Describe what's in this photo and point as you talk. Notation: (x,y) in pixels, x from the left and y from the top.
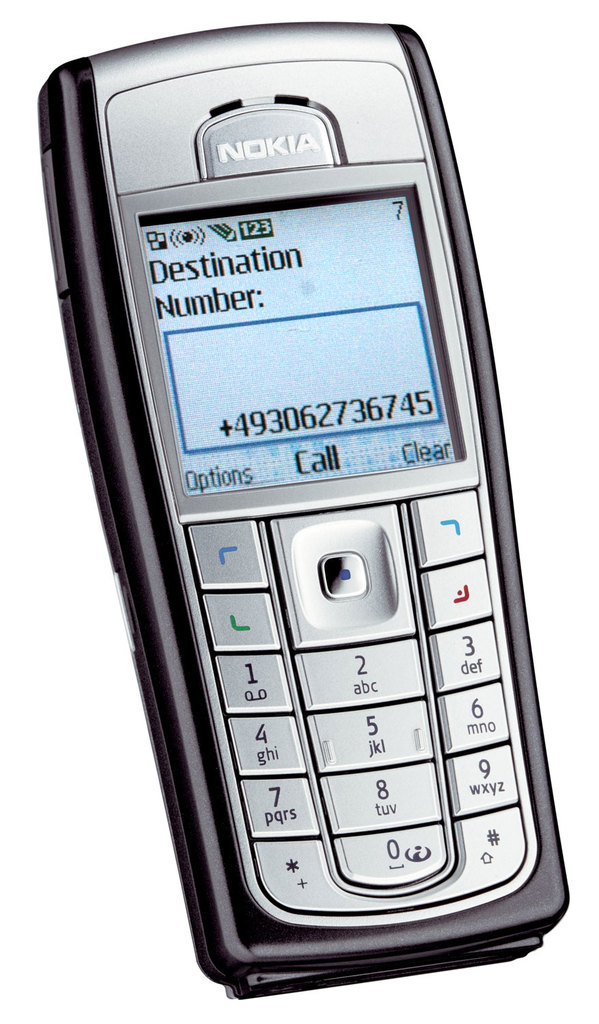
This is a picture of a mobile (284,570).
